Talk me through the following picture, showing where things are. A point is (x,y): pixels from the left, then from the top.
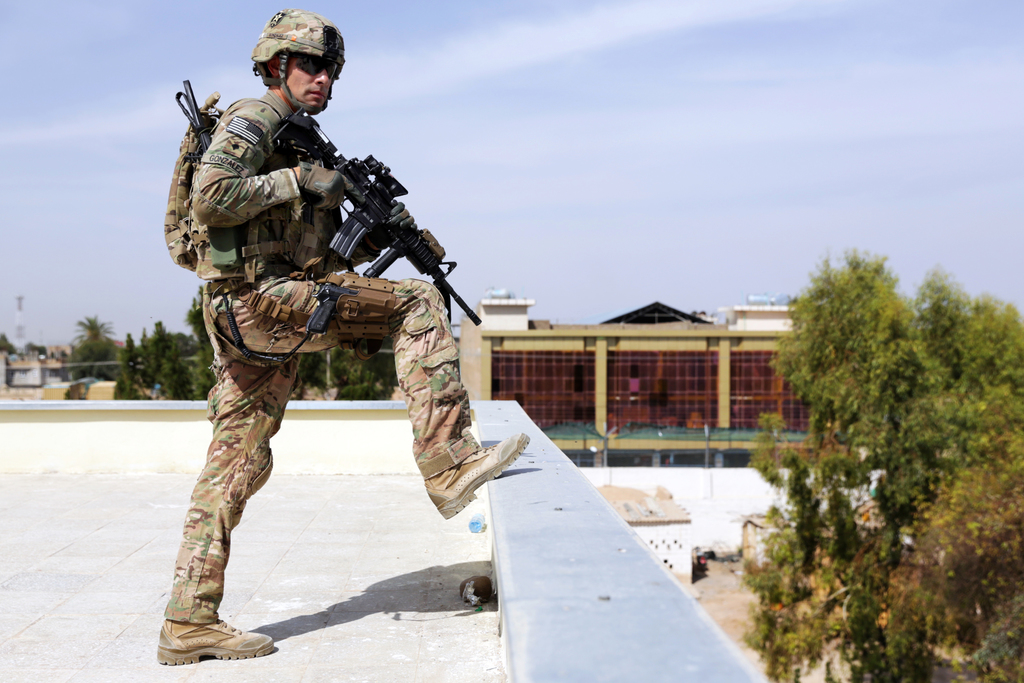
In the foreground of this image (276,209), there is a man (306,185) wearing military dress (324,220), jacket (290,245), bag (195,165) and holding a gun (372,220). On the right (849,487), there is a tree (843,439). In the background (567,374), there are trees (180,382), buildings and the sky (530,121).
